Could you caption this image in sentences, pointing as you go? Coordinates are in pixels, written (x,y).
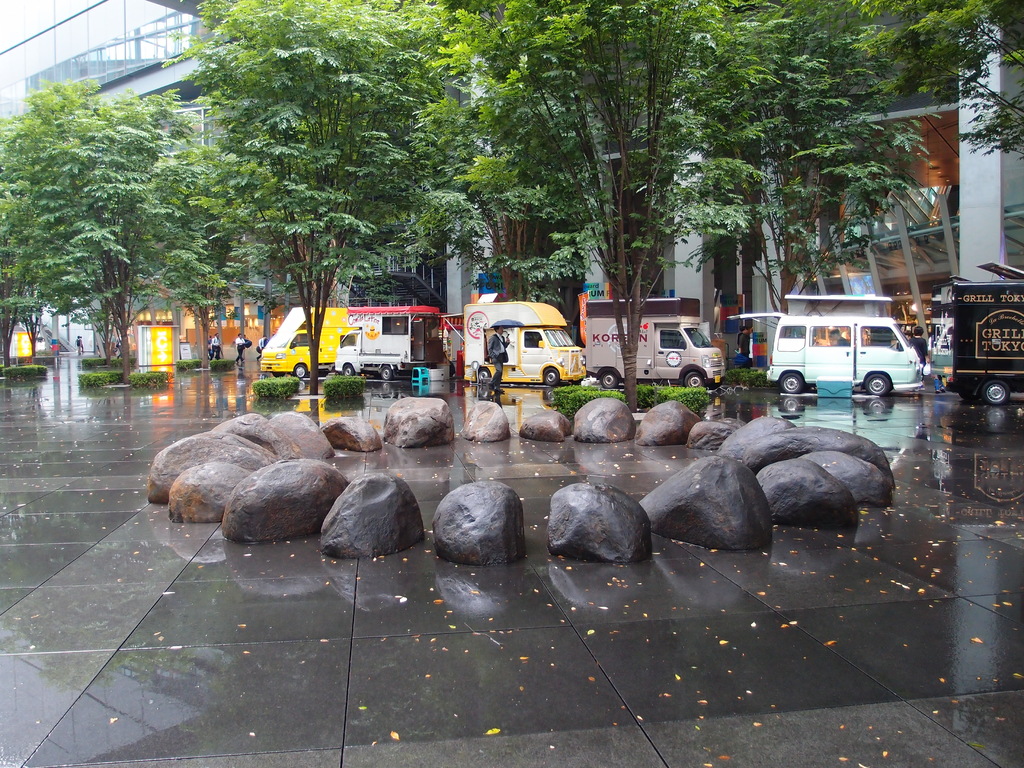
In this image we can see stones (374,430) on the floor (128,492). In the background of the image (234,93) there are buildings (152,79), vehicle (493,319), people (495,363) walking, trees (98,254).
